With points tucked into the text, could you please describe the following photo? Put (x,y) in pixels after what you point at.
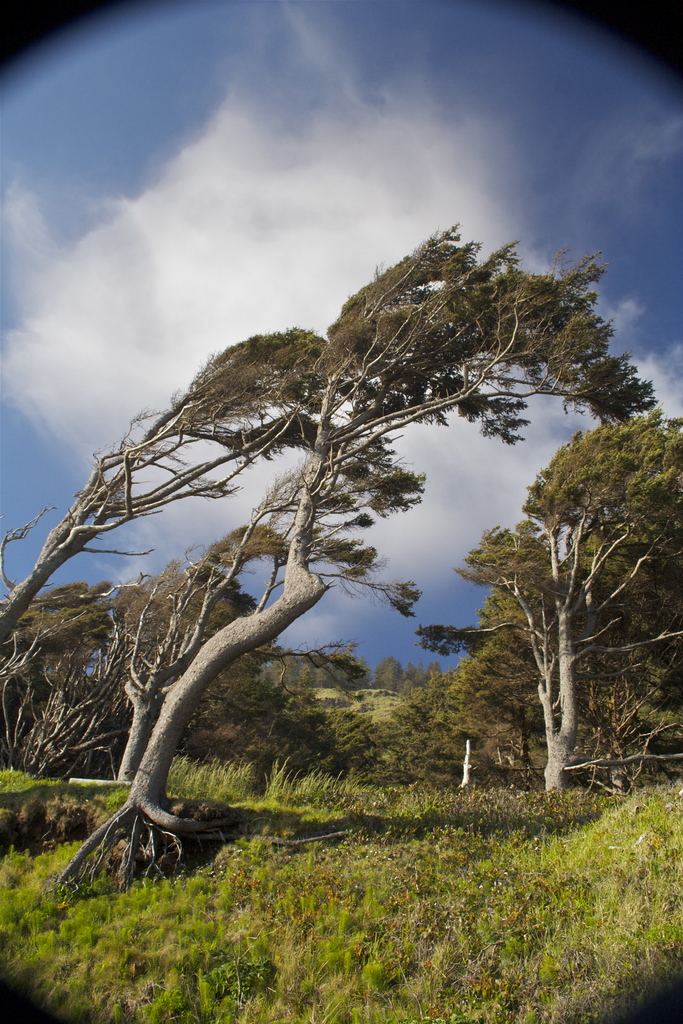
In this image we can see trees (263,662), grass (291,907), plants (441,910), sky (87,433) and clouds (254,176).
